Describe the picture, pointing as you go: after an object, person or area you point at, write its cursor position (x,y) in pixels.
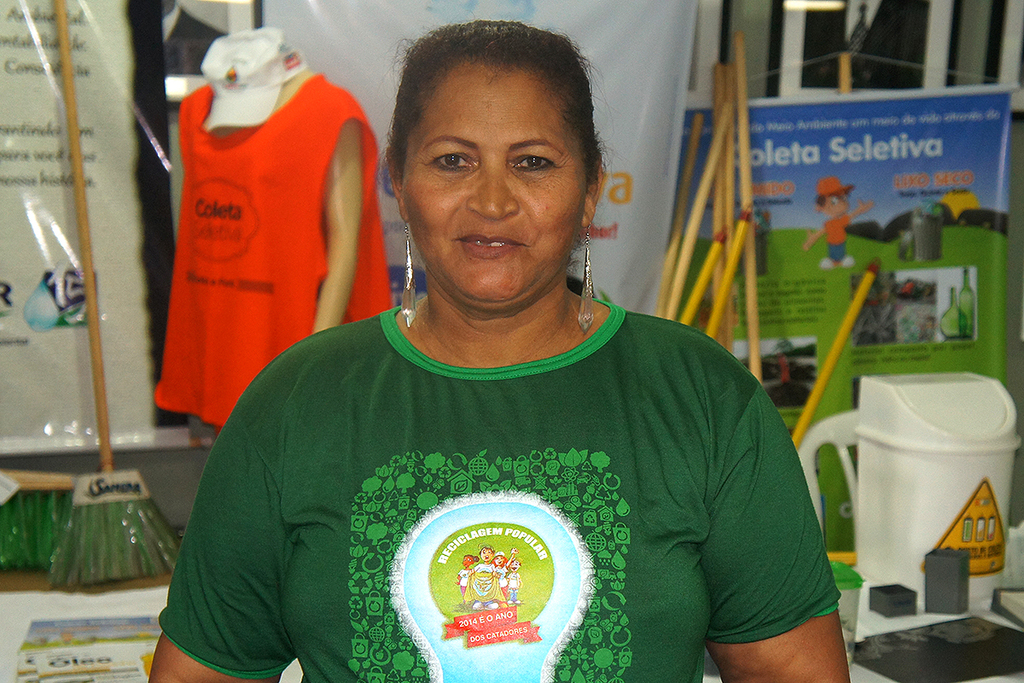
In this picture we can see a woman (454,525), she is smiling and in the background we can see a mannequin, cloth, cap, banners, sticks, broom stick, bucket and some objects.
